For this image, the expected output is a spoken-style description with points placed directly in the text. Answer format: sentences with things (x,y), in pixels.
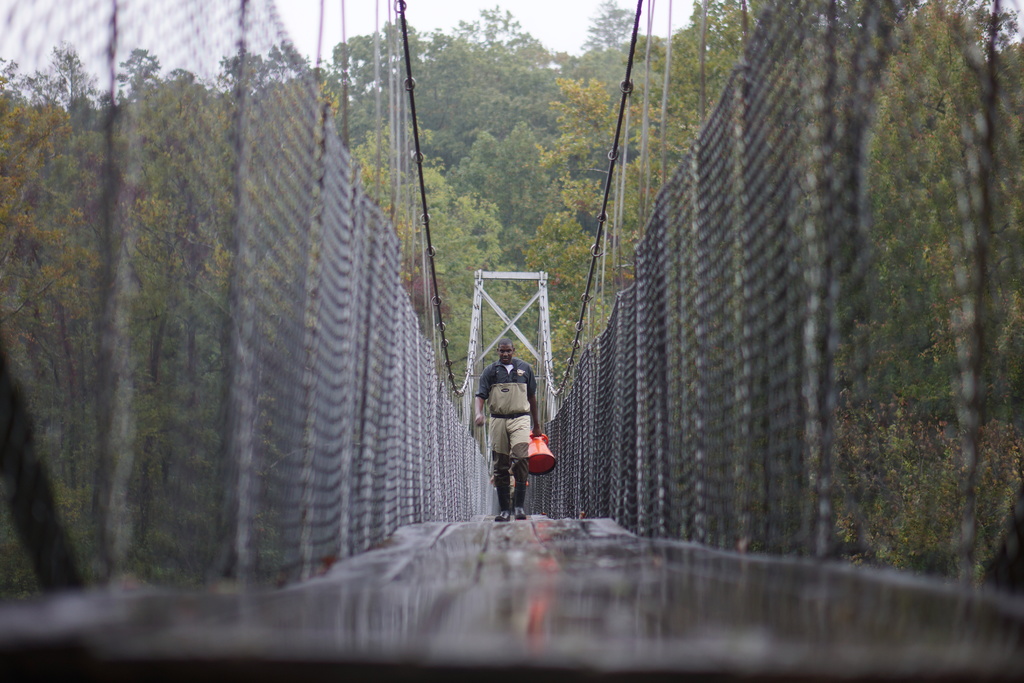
In this image we can see a person (512,441) walking on a bridge (534,491) and the person (527,458) is carrying an object (540,448). Beside the person (496,429) we can see fencing (596,419). Behind the person (507,415) there are group of trees (561,241). At the top (567,19) we can see the sky (571,31).
